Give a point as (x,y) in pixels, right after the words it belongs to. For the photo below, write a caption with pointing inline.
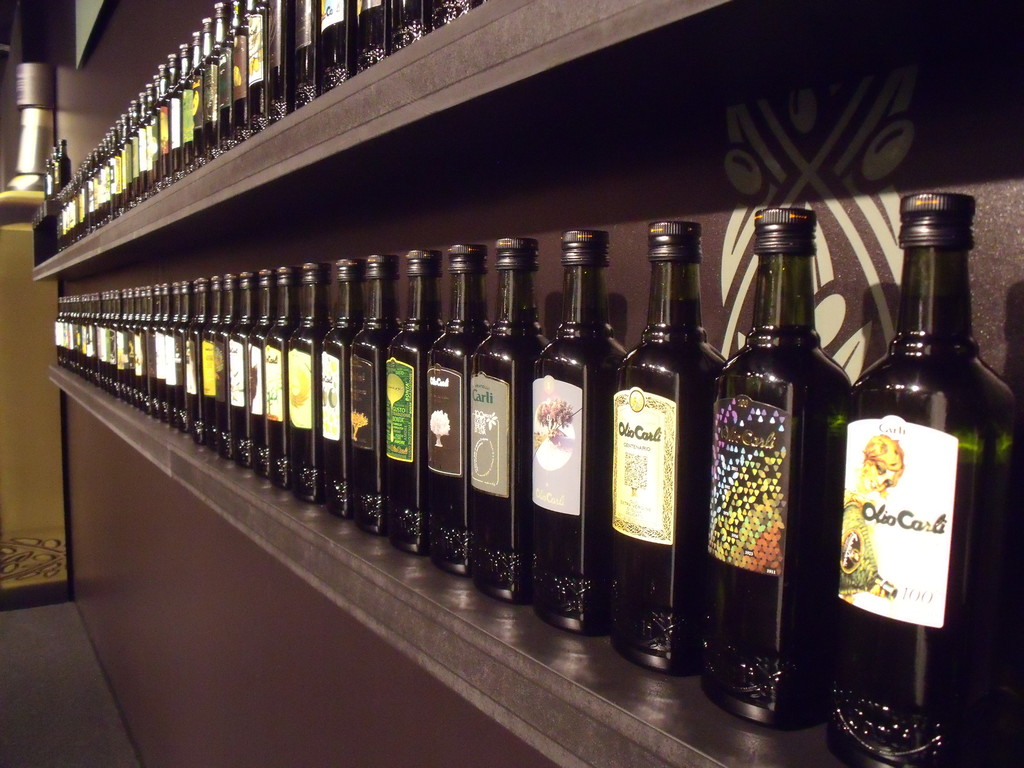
In this picture we can see the wall (238,540), bottles (660,566) in racks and in the background (43,594) we can see some objects (30,108) on the floor (49,616).
